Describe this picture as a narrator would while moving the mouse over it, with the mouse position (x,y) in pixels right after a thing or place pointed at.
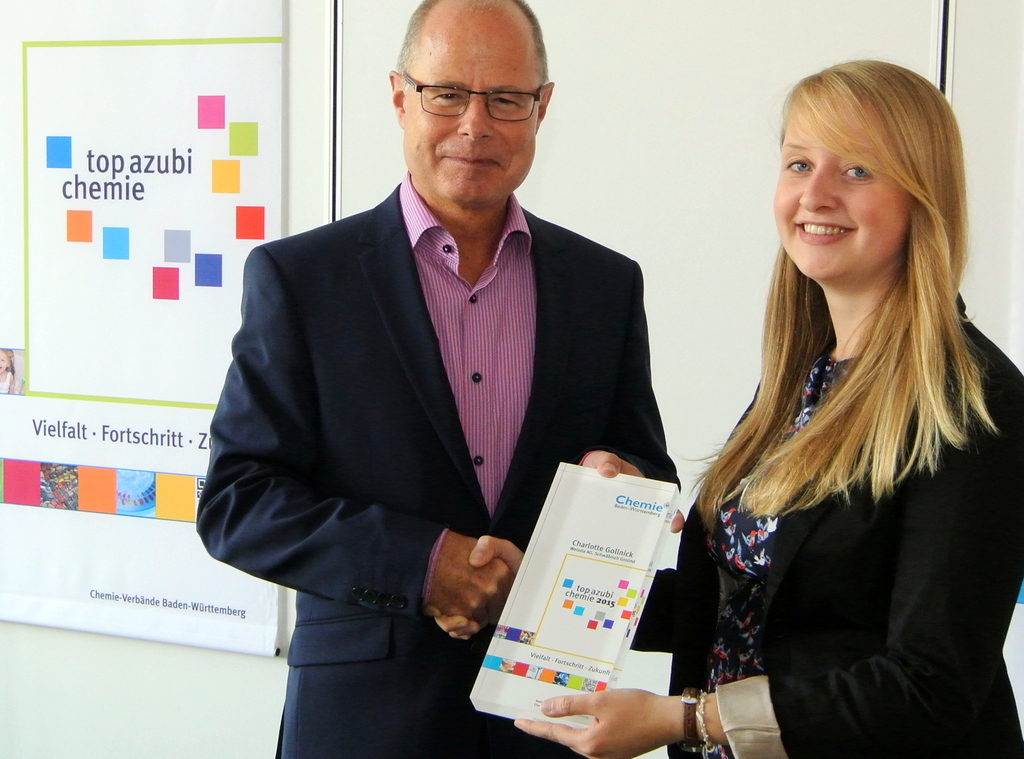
These two people (373,419) are holding board (653,560), smiling and shaking their hands (464,578). Board (73,339) is on the wall (338,150). On these boards (216,325) there are colorful cubes (223,114) and pictures (122,502). Something written on these boards (188,286).
